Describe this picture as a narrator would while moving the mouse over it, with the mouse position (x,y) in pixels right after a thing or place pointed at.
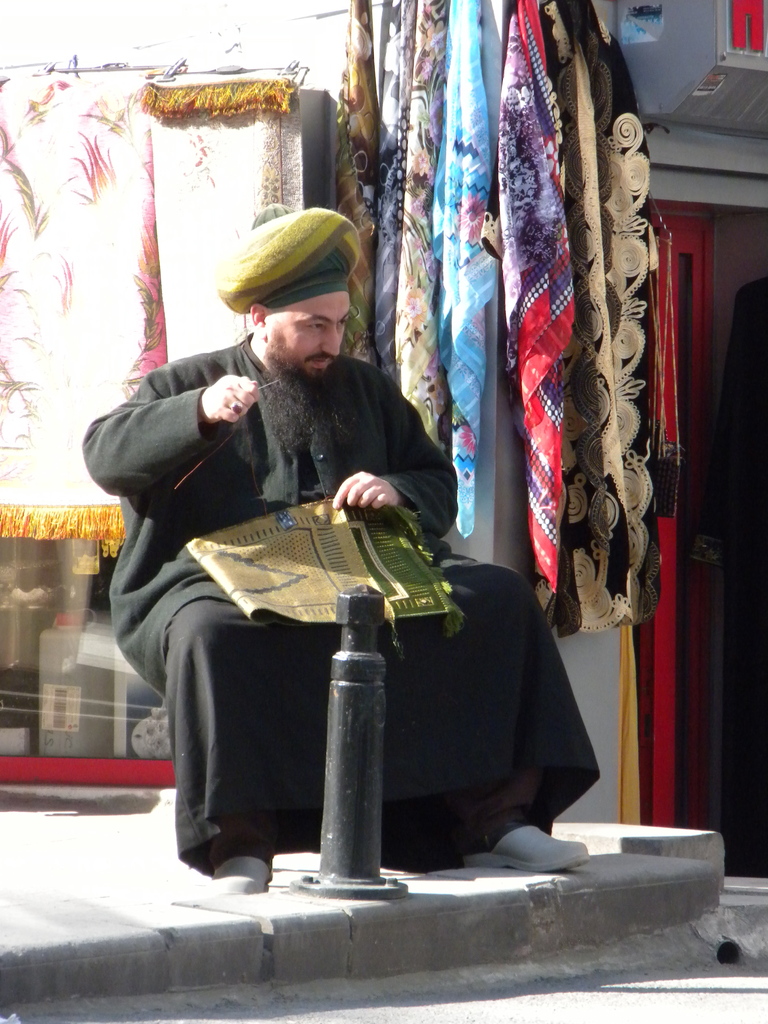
In this image we can see a person (355,452) wearing a cap (312,287) and black dress (284,642) is holding a cloth (398,558) in his hand (363,496). In the foreground (381,784) we can see a pole (333,819). In the background (44,185), we can see group of clothes (421,136).
